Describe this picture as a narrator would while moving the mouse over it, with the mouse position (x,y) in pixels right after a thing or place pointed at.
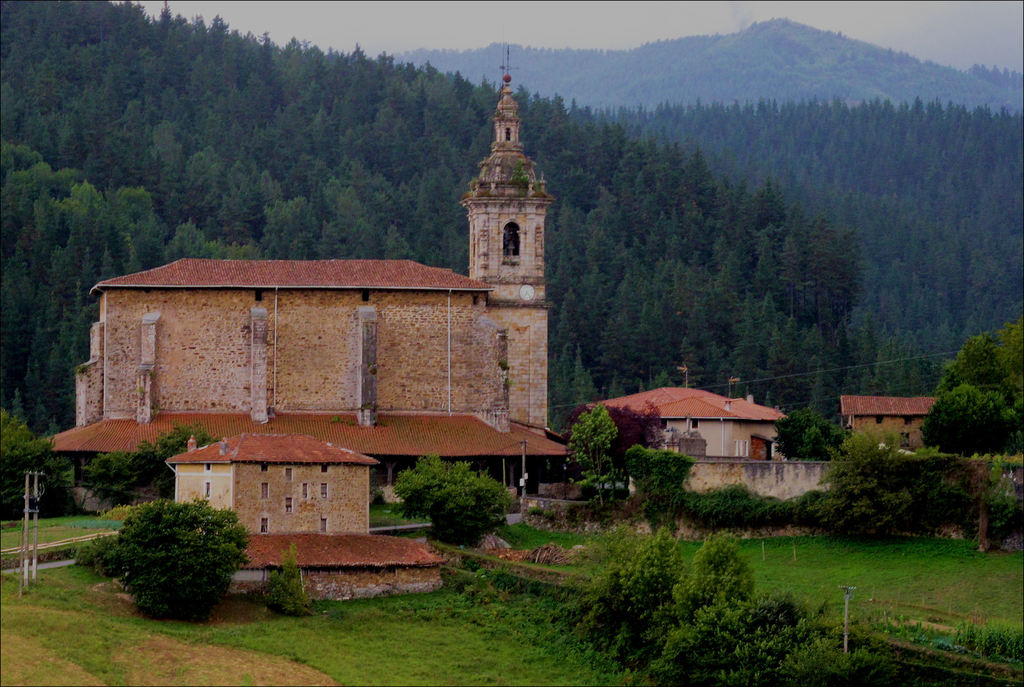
In the foreground of the image (255,603) we can see grass (266,637) and trees (827,630). In the middle of the image (494,294) we can see few buildings (536,459). On the top of the image (369,141) we can see some trees (625,160) and the sky (454,45).
